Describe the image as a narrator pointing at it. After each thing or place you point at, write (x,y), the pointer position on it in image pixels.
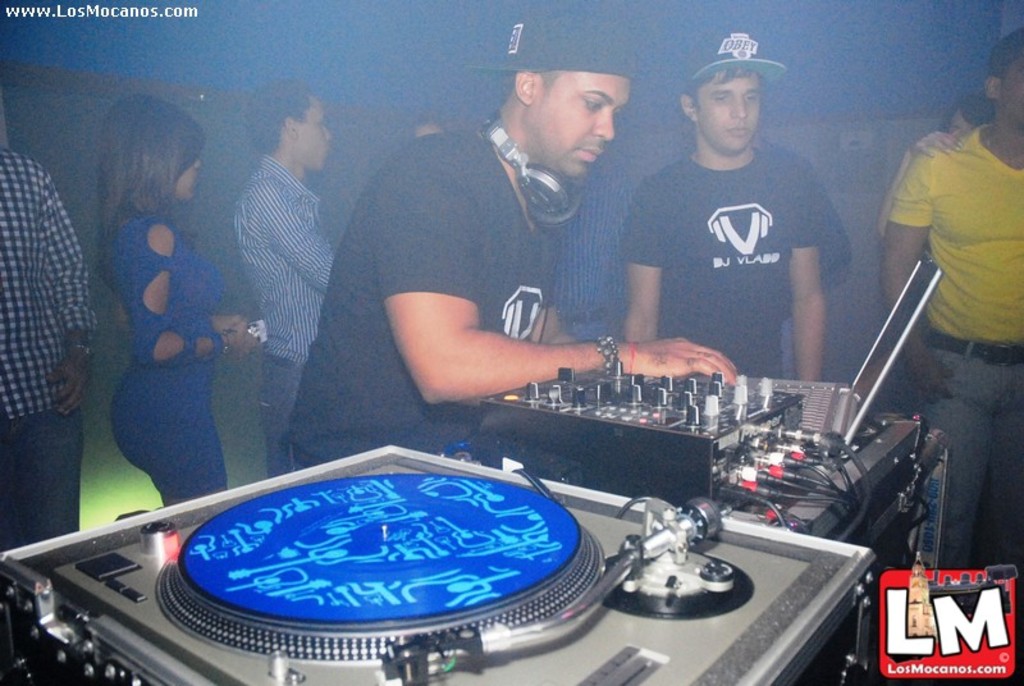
In the center of the image (419,389) we can see a man (488,325) standing and playing a dj (750,427). In the background (38,258) there are people (645,262) and we can see a light (137,503).
